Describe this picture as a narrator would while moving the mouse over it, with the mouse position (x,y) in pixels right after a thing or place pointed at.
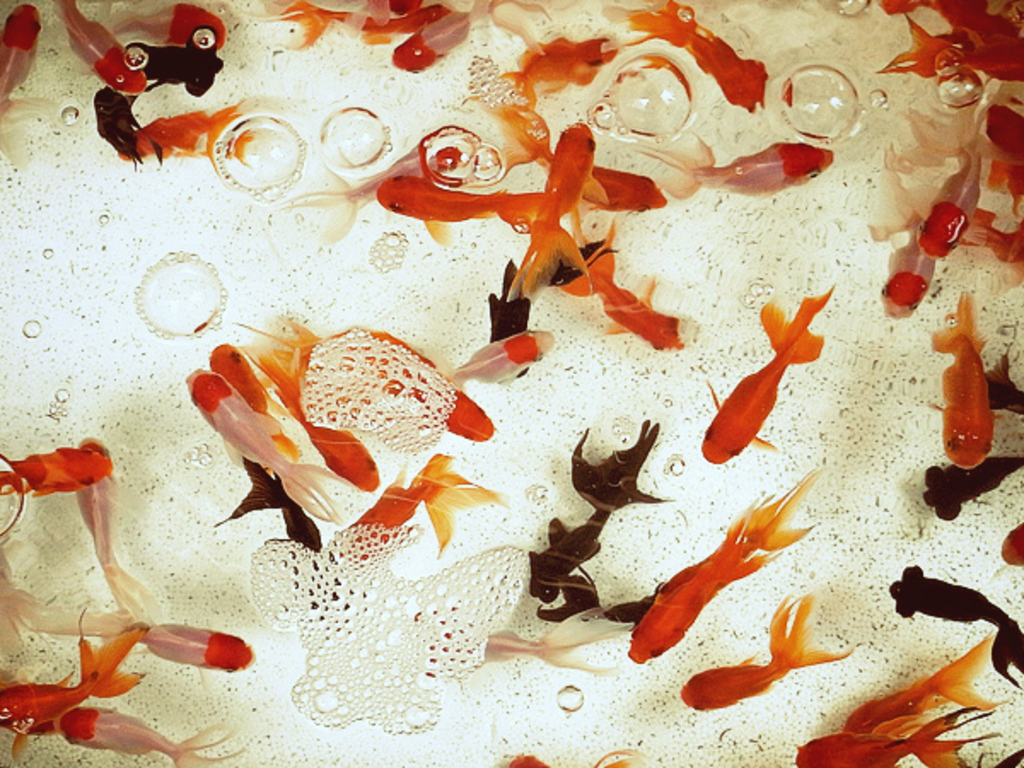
In this image there are fishes (981,477) inside the water (644,391).
